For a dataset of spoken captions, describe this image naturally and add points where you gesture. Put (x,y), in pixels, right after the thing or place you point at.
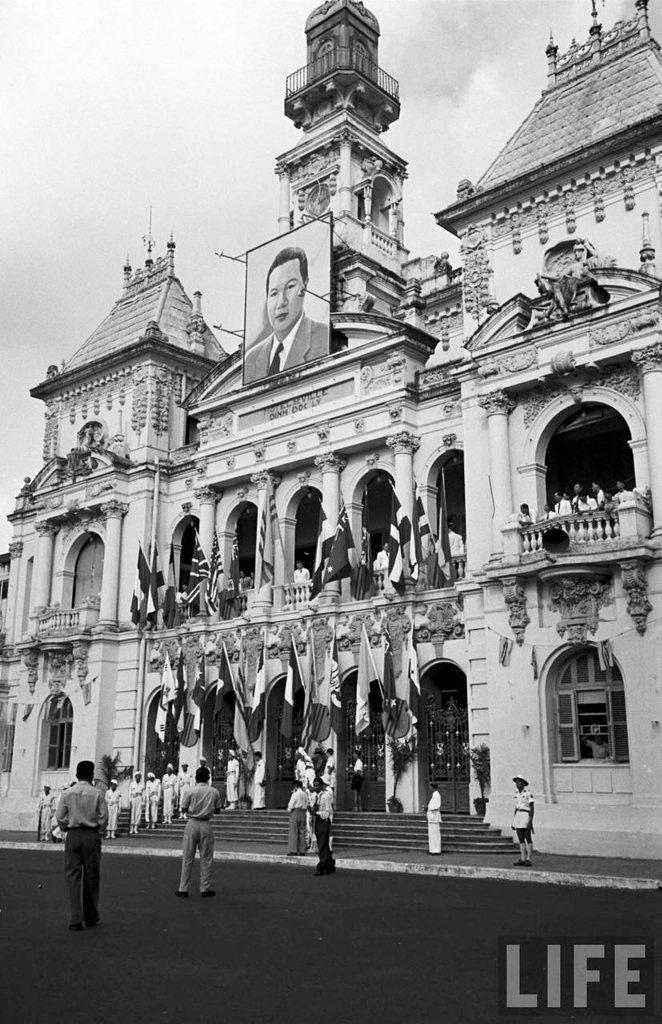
In this picture we can see the building (505,339). At the top of the building (268,405) we can see the poster (306,343) of a person (308,340), beside that we can see many lights (237,256). At the bottom (84,816) we can see the group of persons (93,851) were standing near to the stairs (372,844). At the top of the door (448,702) we can see many flags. On the right (521,524) we can see other group (623,503) were standing in the balcony (574,544). In the top left (15,32) we can see sky (81,88) and clouds (75,126). At the bottom right corner (552,973) there is a watermark (555,961). On the left (44,833) we can see some persons (68,788) were standing near to the window (53,732).
